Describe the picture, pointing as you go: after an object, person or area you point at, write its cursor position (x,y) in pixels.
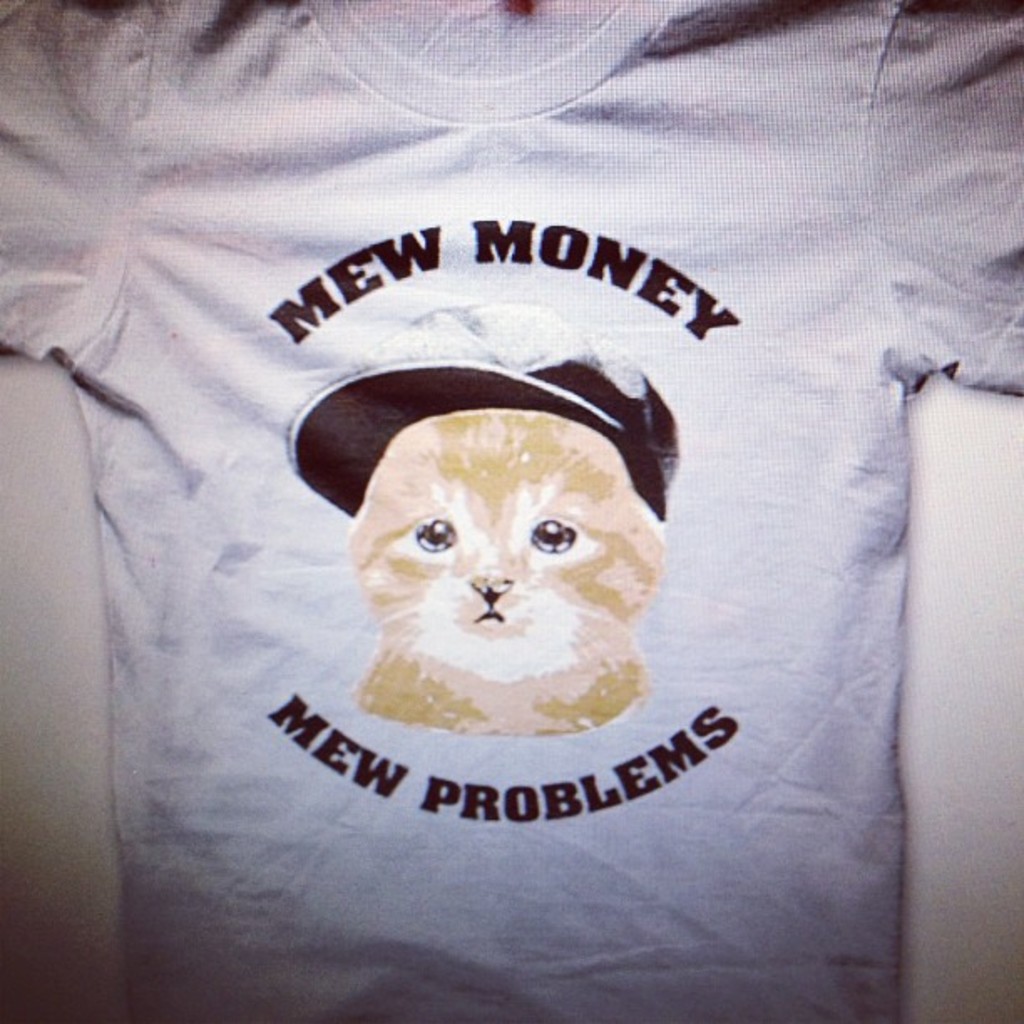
In this image, we can see a T-shirt (268,419), on that T-shirt (633,699) we can see a picture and some text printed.
